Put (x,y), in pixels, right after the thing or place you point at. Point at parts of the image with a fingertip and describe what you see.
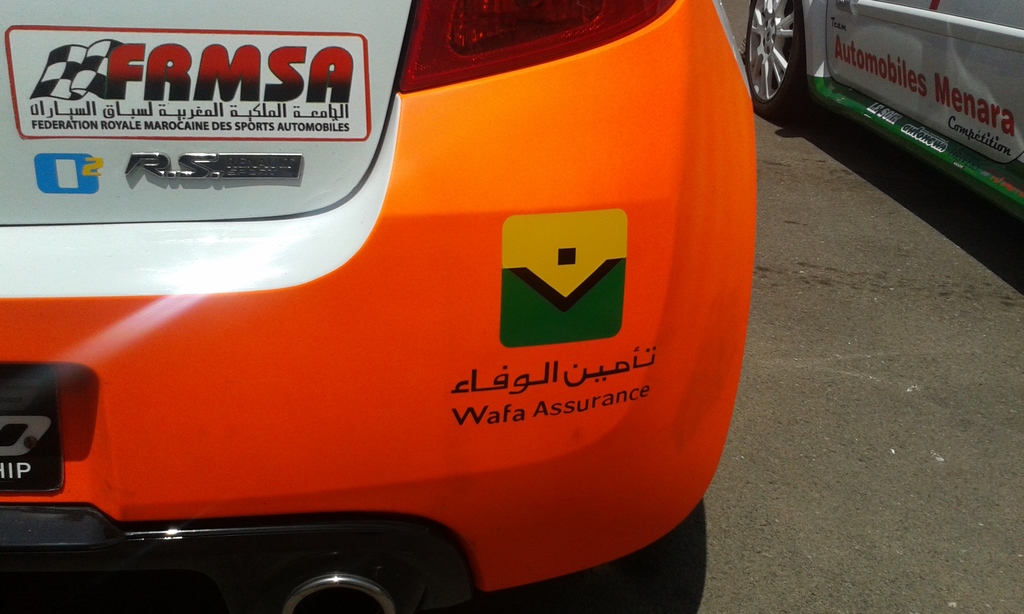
In this image I can see two vehicles (972,65) on the road (894,238). On the vehicles (729,53) there is some text (959,123).
